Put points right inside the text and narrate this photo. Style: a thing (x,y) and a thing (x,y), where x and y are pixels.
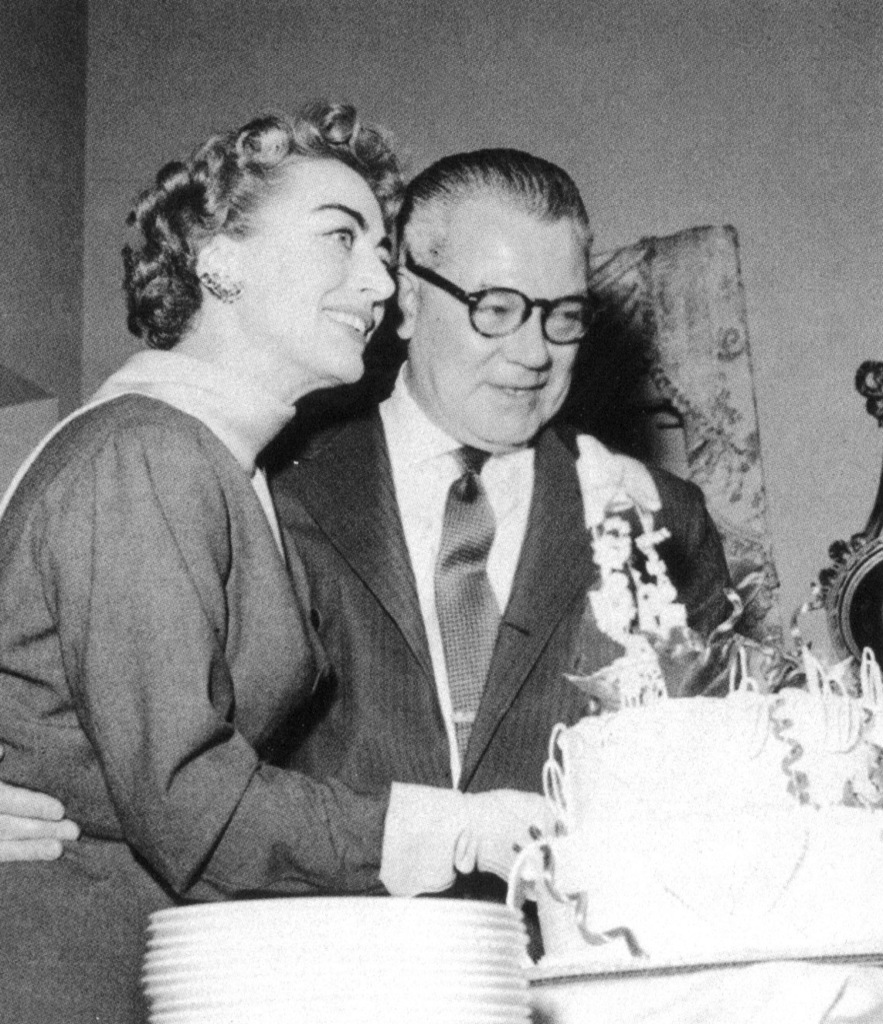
In this picture we can see a man (406,604) and a woman (158,472), they both are smiling and he wore spectacles (484,316), in front of them we can find a cake (547,789) and plates (264,940).
